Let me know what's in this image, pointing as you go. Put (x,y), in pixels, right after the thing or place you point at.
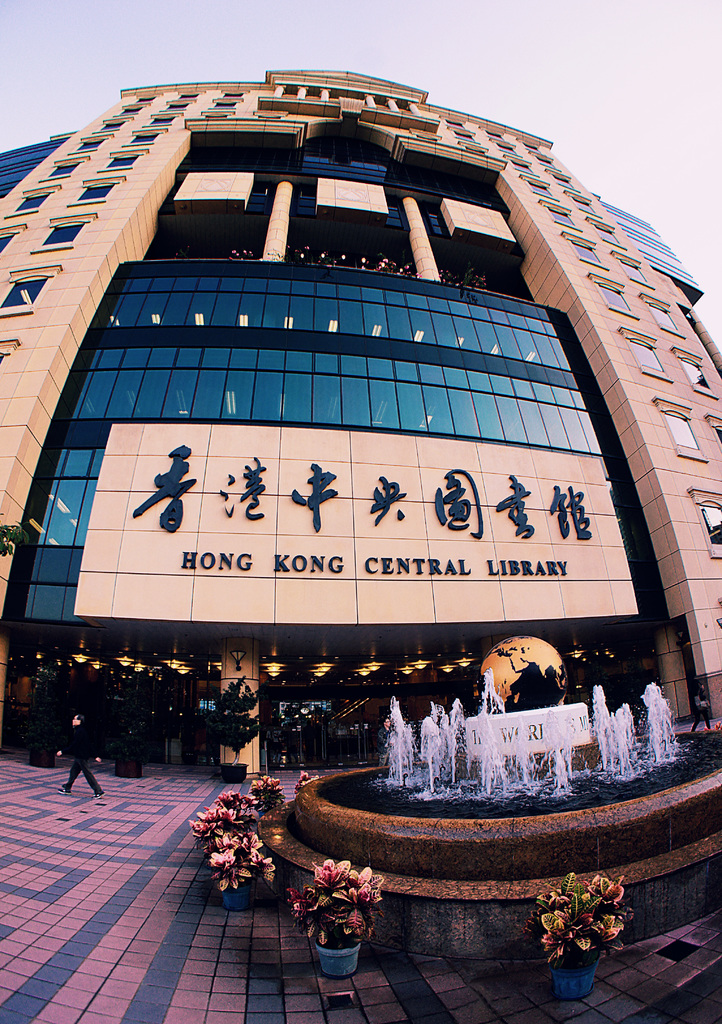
In this picture I can see the building (175,400). On the left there is a man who is wearing black dress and shoes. He is walking on the street (178,805). Beside him I can see the trees (235,712). At the bottom (240,886) I can see the plants (587,948), pots (122,770) and fountain (500,796). At the top (620,49) I can see the sky (620,46) and clouds (632,48).
